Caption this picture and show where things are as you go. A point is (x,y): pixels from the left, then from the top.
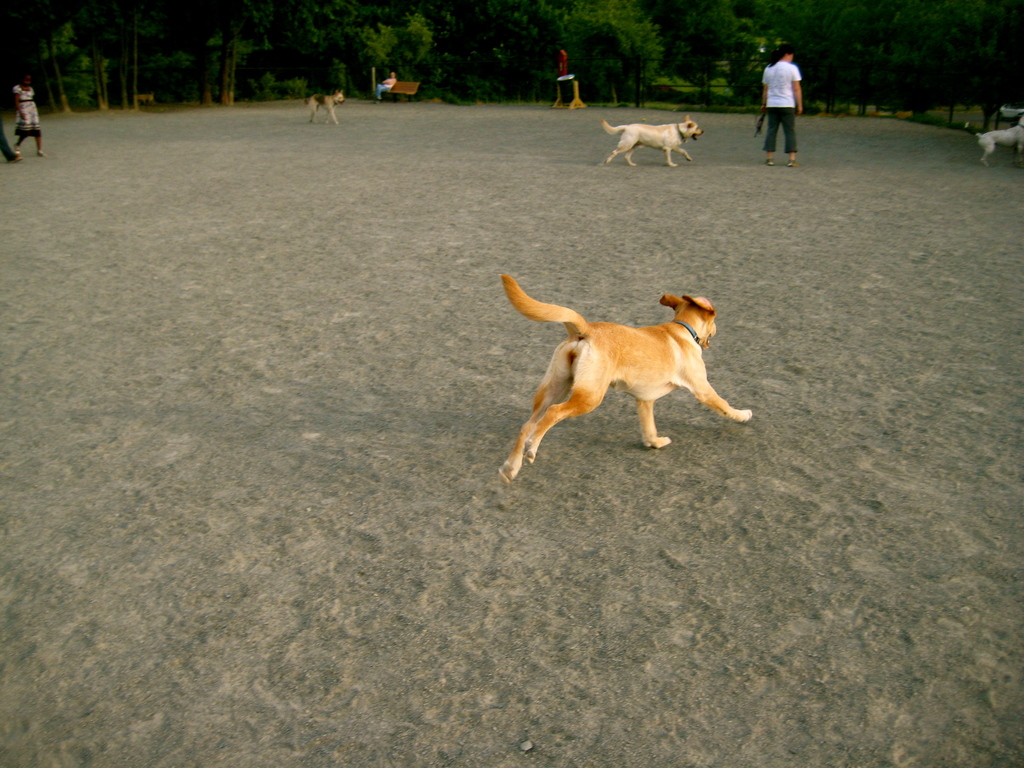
In the image we can see there are dogs (601,364) running, this is a sand (527,599), object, bench (415,91) and trees (562,38). There are people (774,103) wearing clothes (771,131) and there is a person (388,88) sitting on the bench (401,83).
